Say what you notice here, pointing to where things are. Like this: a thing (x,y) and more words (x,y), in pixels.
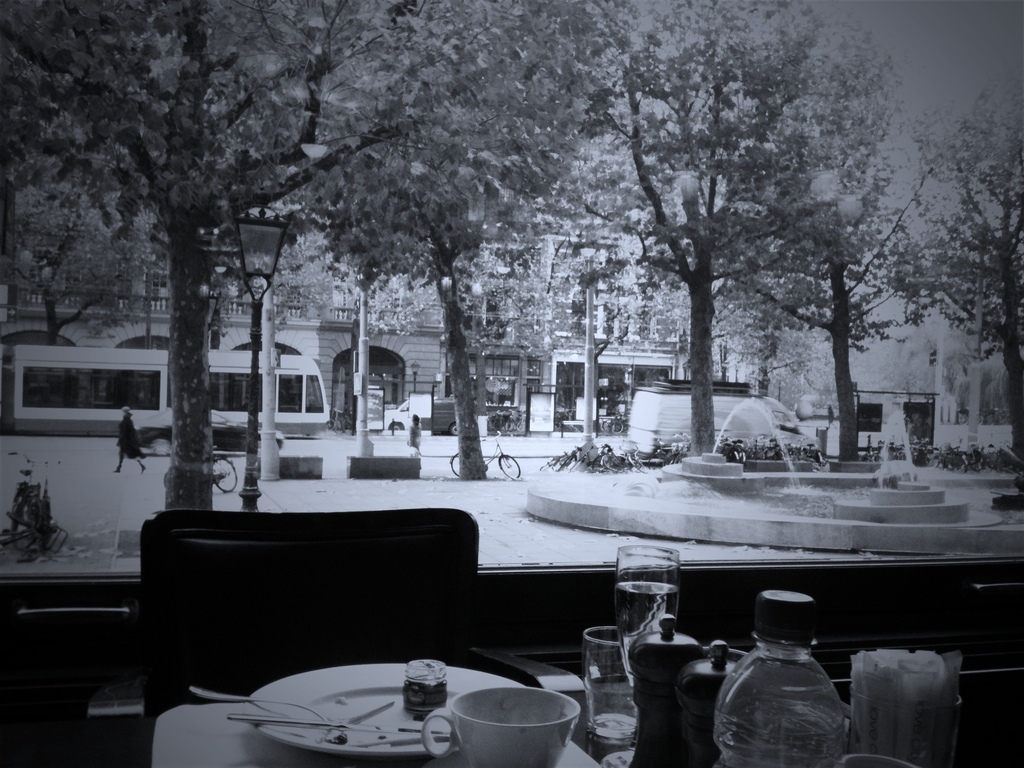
In the picture we can see a table (157,748) and a chair (318,588), on the table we can see a plate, cup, jars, bottle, tissues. In the background (725,242) we can see a window (751,495), from the window (675,494) we view a trees (739,235), buildings (131,336), cycles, a man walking and a train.
